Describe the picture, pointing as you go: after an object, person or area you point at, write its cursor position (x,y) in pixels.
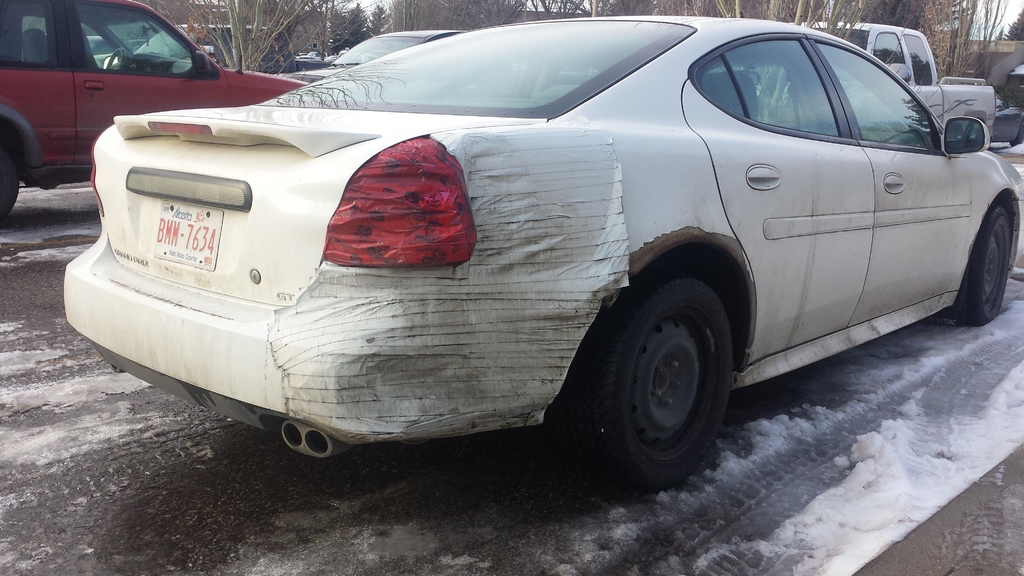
In this image we can see vehicles (534,83) on the road (45,226). On the road (788,491) there is snow (901,506). In the background (356,18) we can see trees (961,32).
